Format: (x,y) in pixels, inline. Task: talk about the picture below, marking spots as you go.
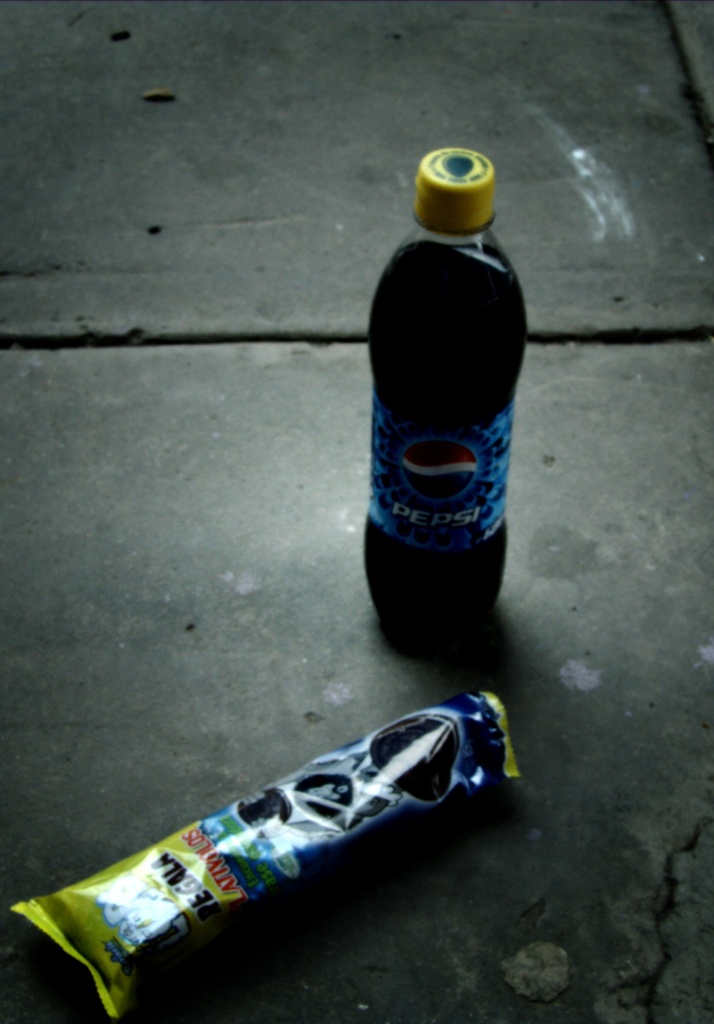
On the floor (283,229) we can find the bottle of Pepsi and chocolate wrapper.
